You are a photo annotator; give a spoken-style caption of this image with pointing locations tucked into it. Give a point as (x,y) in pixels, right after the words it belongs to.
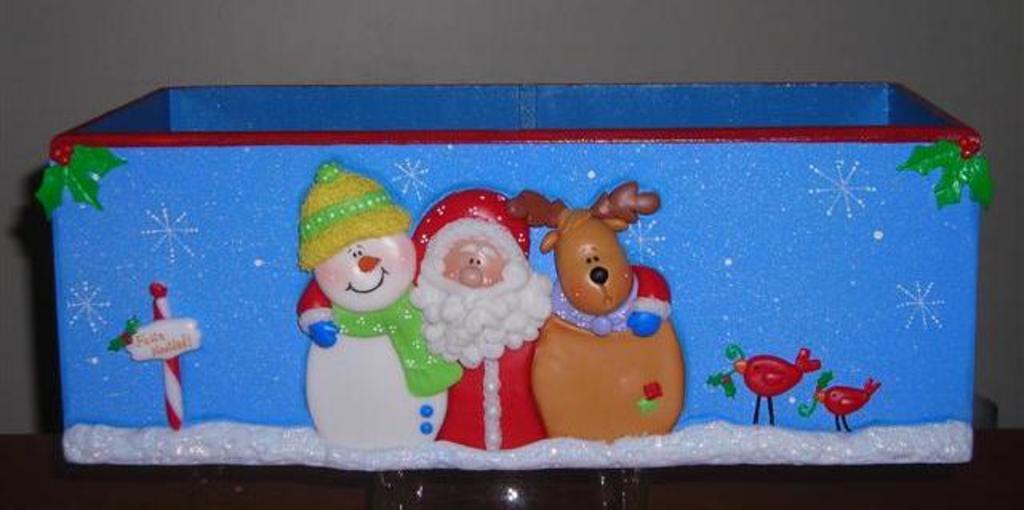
We can see toys (495,388) on this blue box (705,365). Background (744,60) there is a wall (715,44).
